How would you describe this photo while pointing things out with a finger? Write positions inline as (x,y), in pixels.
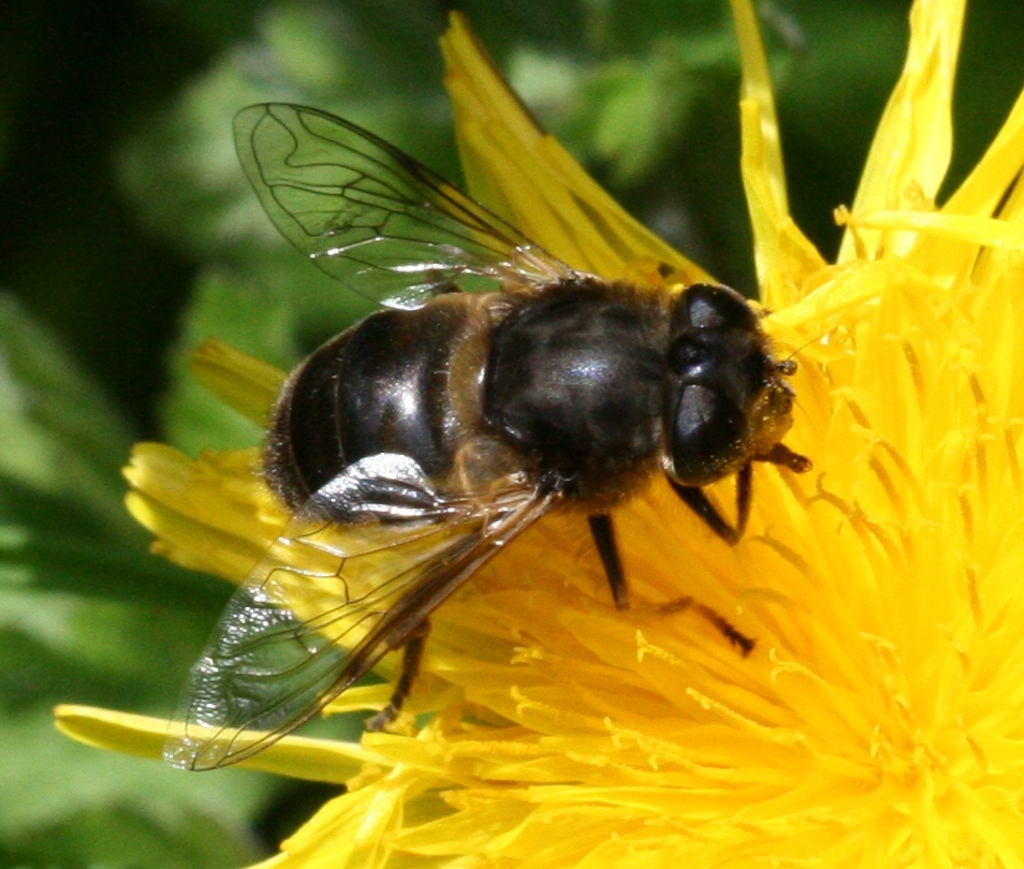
This image is taken outdoors. In the background (145,776) there is a plant (221,286) with green leaves (48,435). On the right side of the image (798,644) there is a flower (509,688) which is yellow in color. In the middle of the image (481,408) there is a fly (441,346) on the flower (681,562).
